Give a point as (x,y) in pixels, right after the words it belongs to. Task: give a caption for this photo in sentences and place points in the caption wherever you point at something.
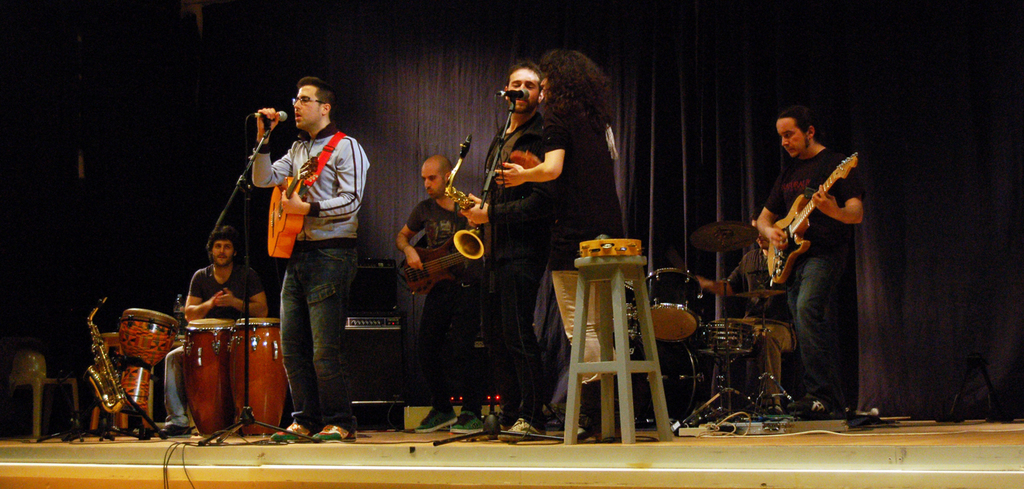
This man (330,251) is holding guitar (292,218), mic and singing in-front of mic (283,115). These persons (852,221) are playing musical instruments (459,247). This is table (585,298). This is curtain (365,29).
